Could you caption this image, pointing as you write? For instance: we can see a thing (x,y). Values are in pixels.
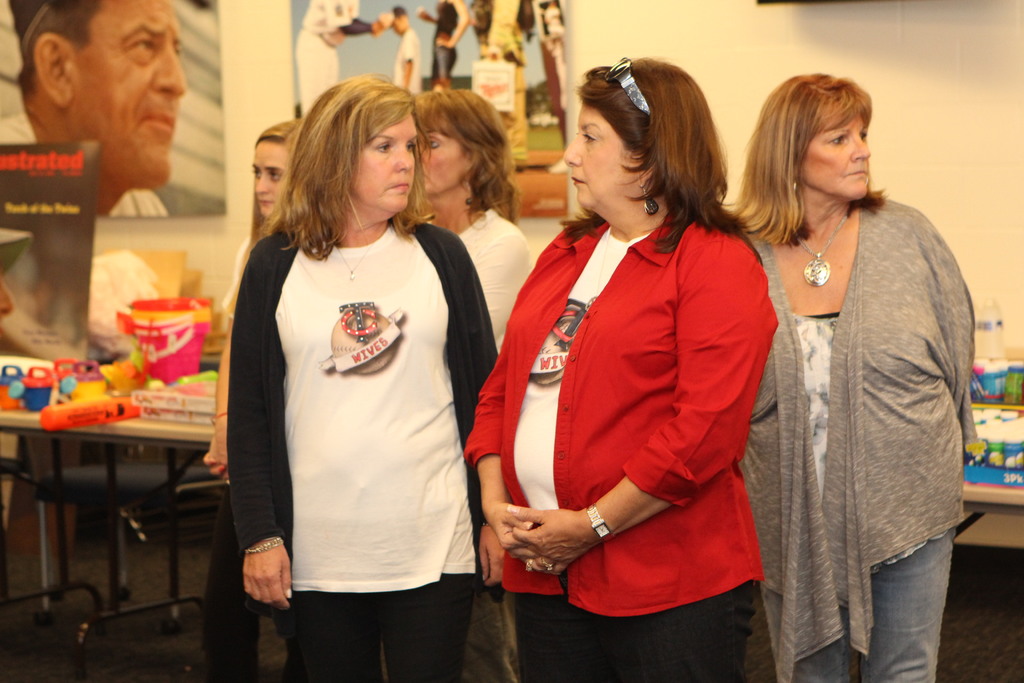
This is an inside view of a room (264,67). Here I can see five women (541,334) are standing. In the background (6,415), I can see few tables (168,427) on which few toys (162,355) are placed. At the top (375,43) there is a wall (660,44) to which few photo frames (435,31) are attached.
